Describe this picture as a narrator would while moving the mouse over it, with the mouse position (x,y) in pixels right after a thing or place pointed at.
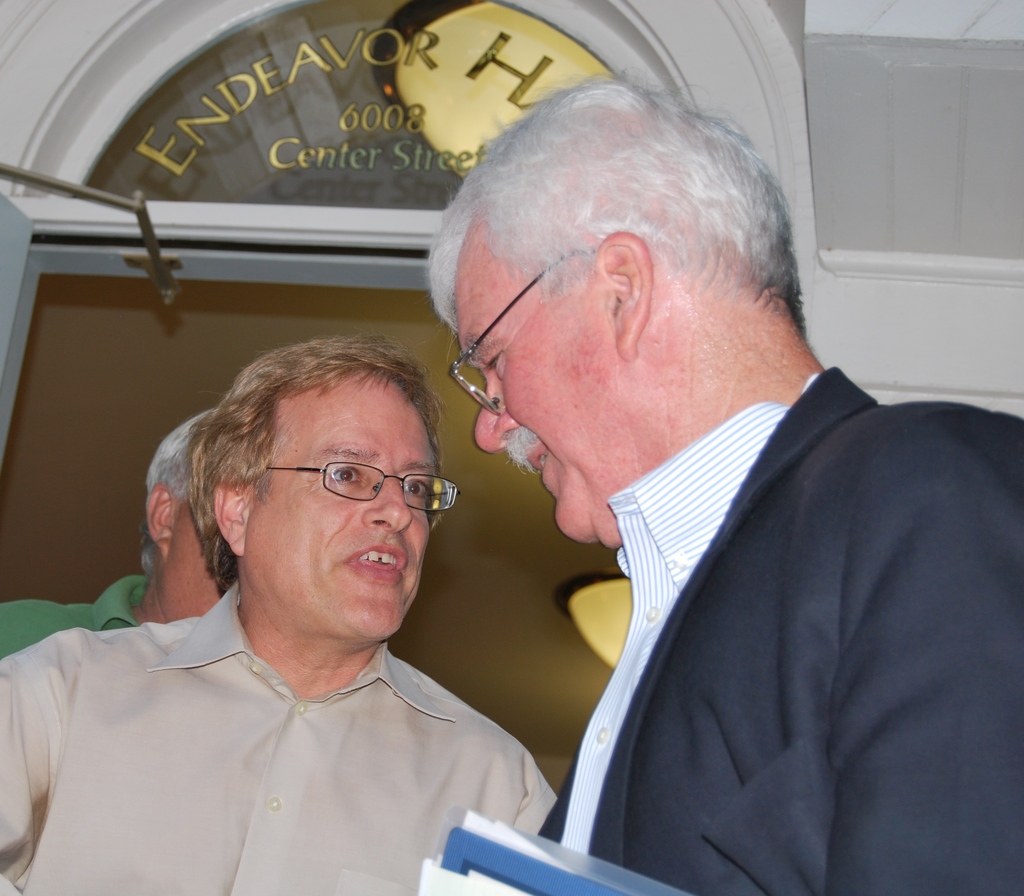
In this picture we can see three people (399,663), two persons (360,657) wearing spectacles (491,328) and the right side person (664,641) is holding few things (448,842), in the background (336,105) we can see some text (372,128) on the glass (330,123).
